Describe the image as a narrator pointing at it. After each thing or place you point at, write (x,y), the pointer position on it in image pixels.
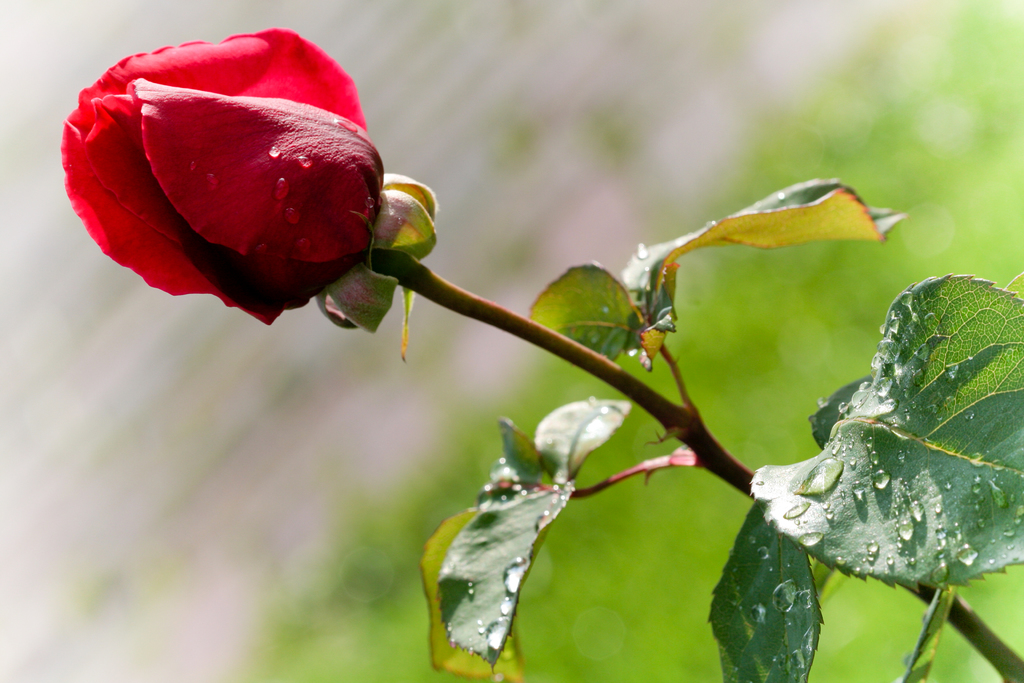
In this picture, we can see a rose flower (360,268) with its stem (589,367). In the background (750,434), we can also see green color and white color.
